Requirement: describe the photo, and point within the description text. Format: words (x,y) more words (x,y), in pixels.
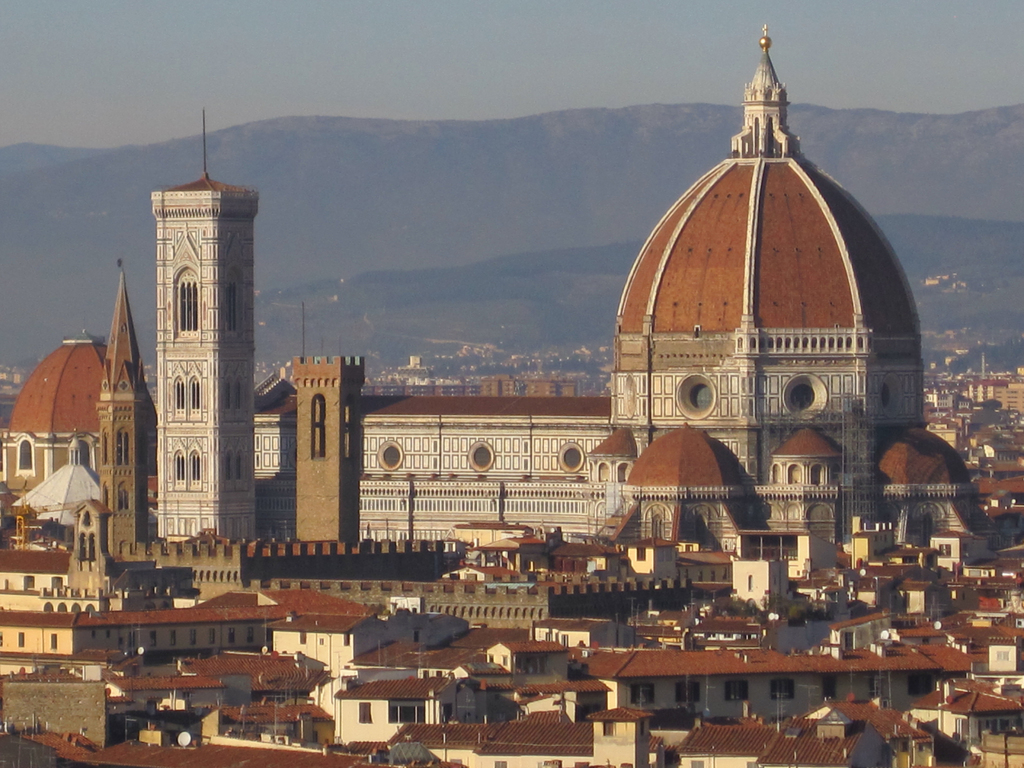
In this image we can see some buildings (594,449) and houses (617,634) with roofs (705,664). On the backside (554,176) we can see the mountains (542,178) and the sky (314,49).
